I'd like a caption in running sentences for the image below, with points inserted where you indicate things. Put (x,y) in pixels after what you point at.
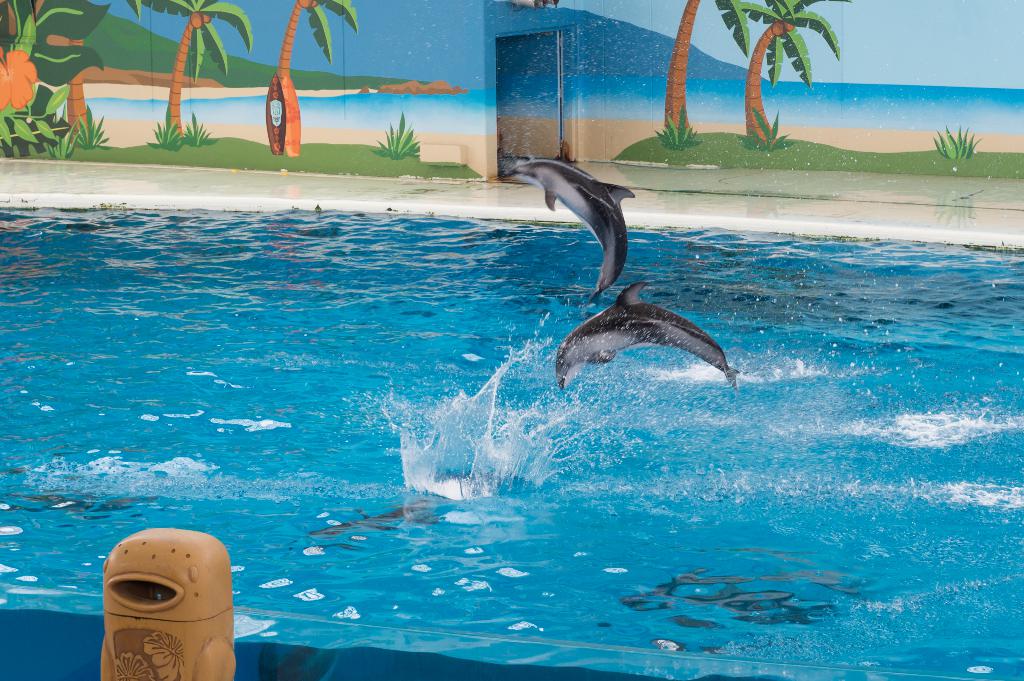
In this image we can see dolphins (586,191) jumping into the water (530,423), there is an object (181,603) near water (300,245) and a wall (291,67) with painting (623,78) and door (549,76) in the background (544,93).
